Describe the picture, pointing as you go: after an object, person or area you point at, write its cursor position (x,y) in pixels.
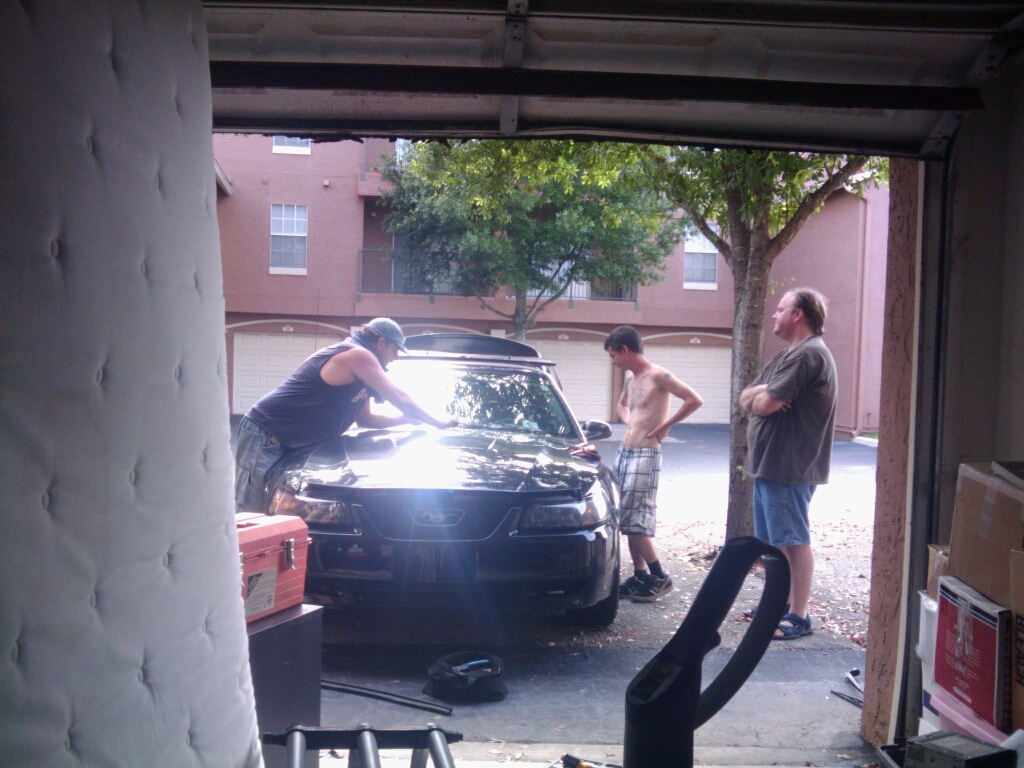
In this image in the foreground (829,76) there is a garage (906,400). In the right (992,653) there are cartons (972,700). In the left (255,588) there is a box (296,586). Here there is a car (494,479), few people (761,408) are standing around the car (502,507). In the background (569,302) there are trees (587,207) and buildings (305,214).
